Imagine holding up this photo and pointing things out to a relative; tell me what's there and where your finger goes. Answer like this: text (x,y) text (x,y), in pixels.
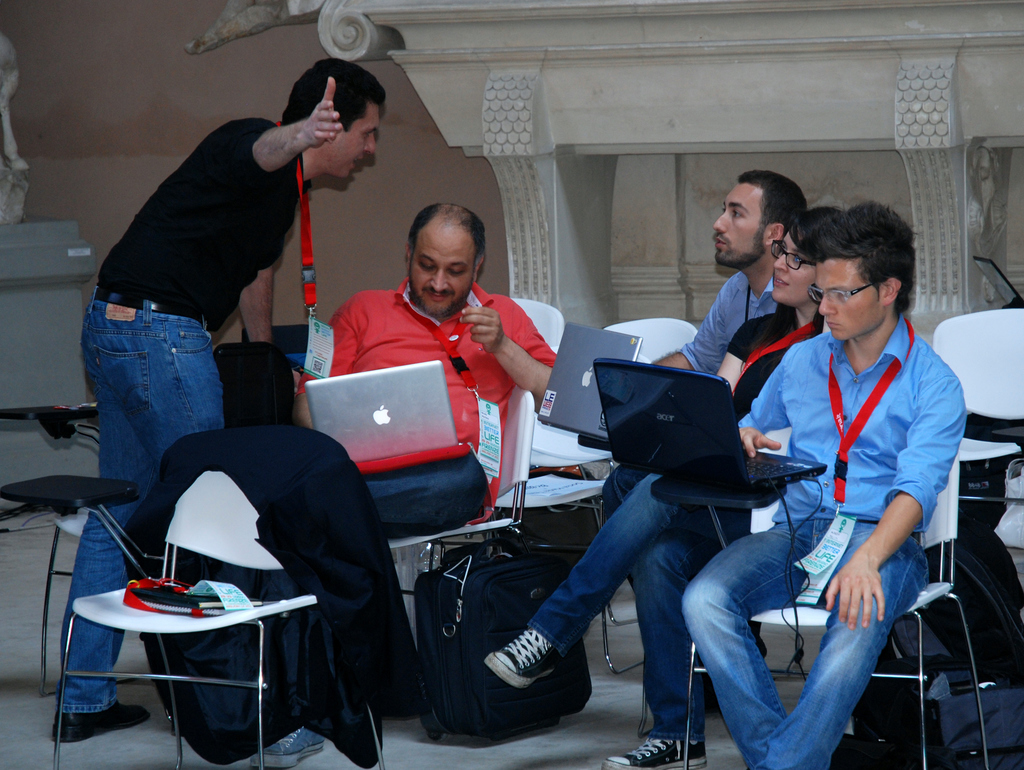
In this image, we can see people (624,472) sitting on the chairs (560,443) and one of them is standing and all are wearing id cards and we can see laptops (550,399) and bags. In the background (297,33), there is a wall (80,202) and we can see a statue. At the bottom (132,749), there is floor (104,739).
